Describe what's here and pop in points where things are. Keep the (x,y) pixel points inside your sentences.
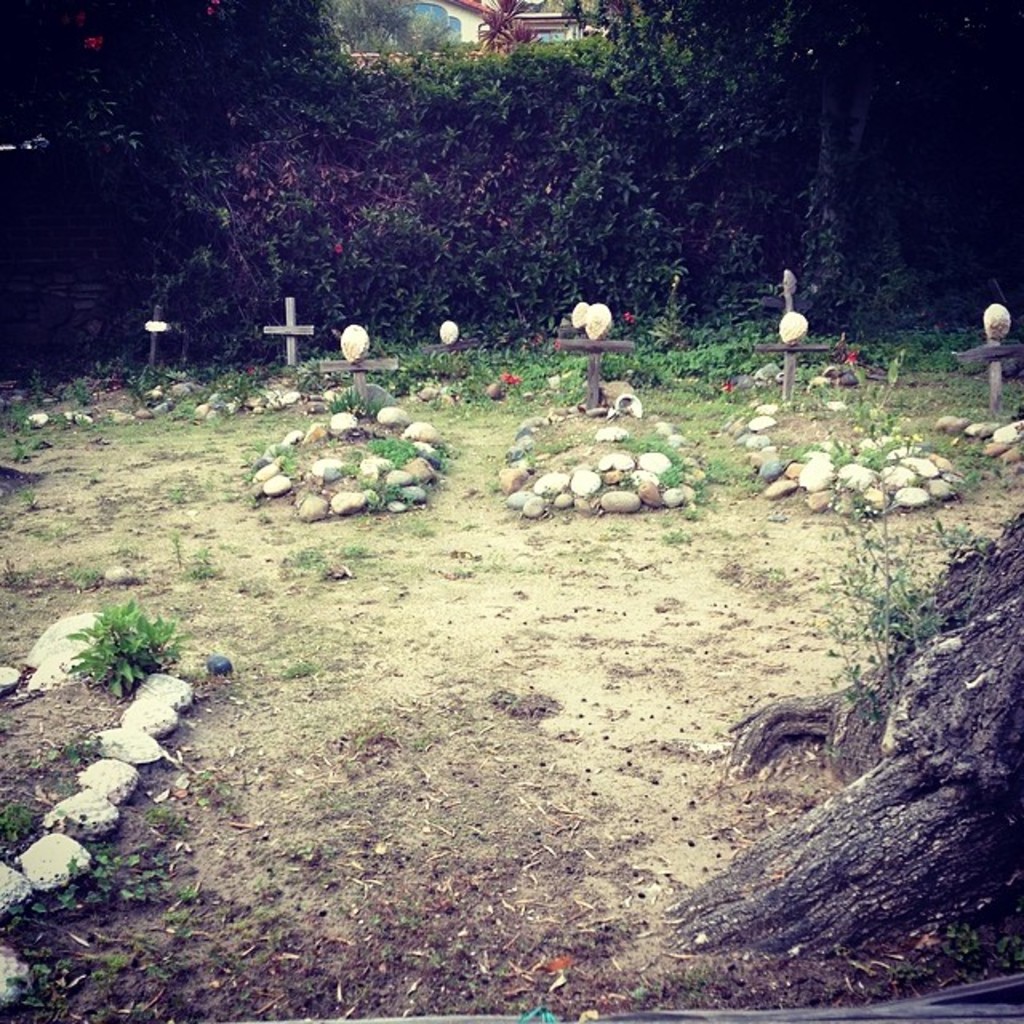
In this image I can see number of stones (839,484), grass (46,542), trees (151,101) and I can see a building (461,20) in background (476,19).
